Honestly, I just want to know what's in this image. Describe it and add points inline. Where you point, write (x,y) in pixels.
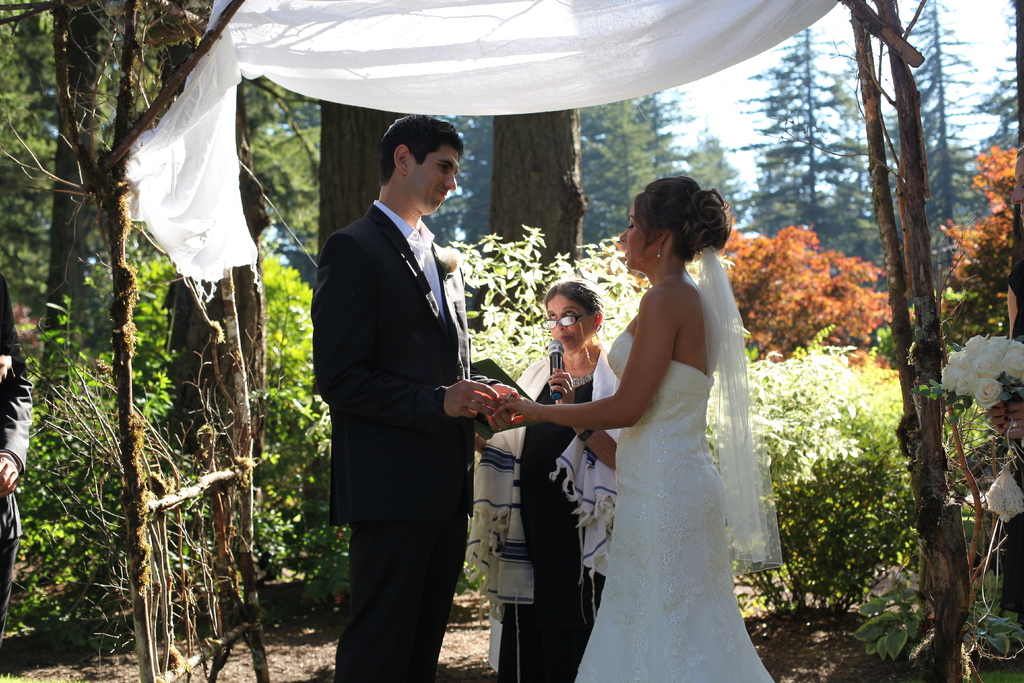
In this image there are many trees (768,256) in the image. A person (440,400) is holding a lady's hand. An old lady (543,456) standing and holding a microphone (552,397) and speaking in it.
